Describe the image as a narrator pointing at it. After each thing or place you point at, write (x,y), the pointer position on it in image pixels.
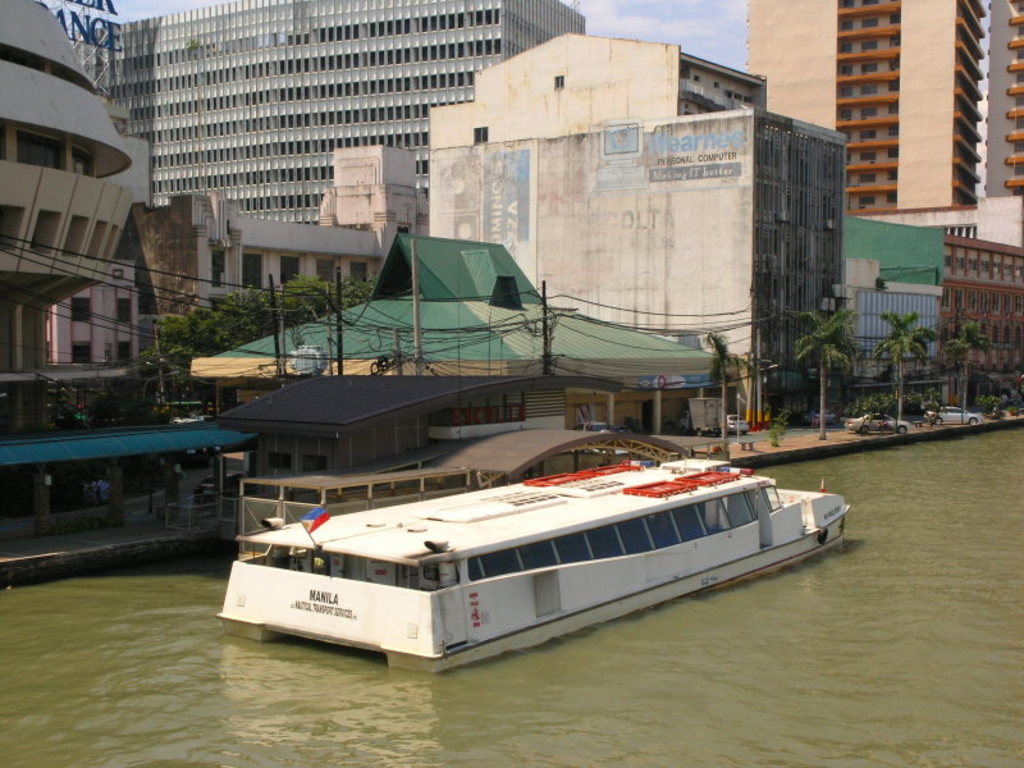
In this picture, we see a boat (471,537) sailing in the water (889,588). Beside that, we see a building (656,430) in green color and we even see cars (863,425) parked on the road (728,445). Beside that, there are trees (222,331). In the background (311,296), there are trees (260,319). At the top of the picture (673,16), we see the sky (693,43).
